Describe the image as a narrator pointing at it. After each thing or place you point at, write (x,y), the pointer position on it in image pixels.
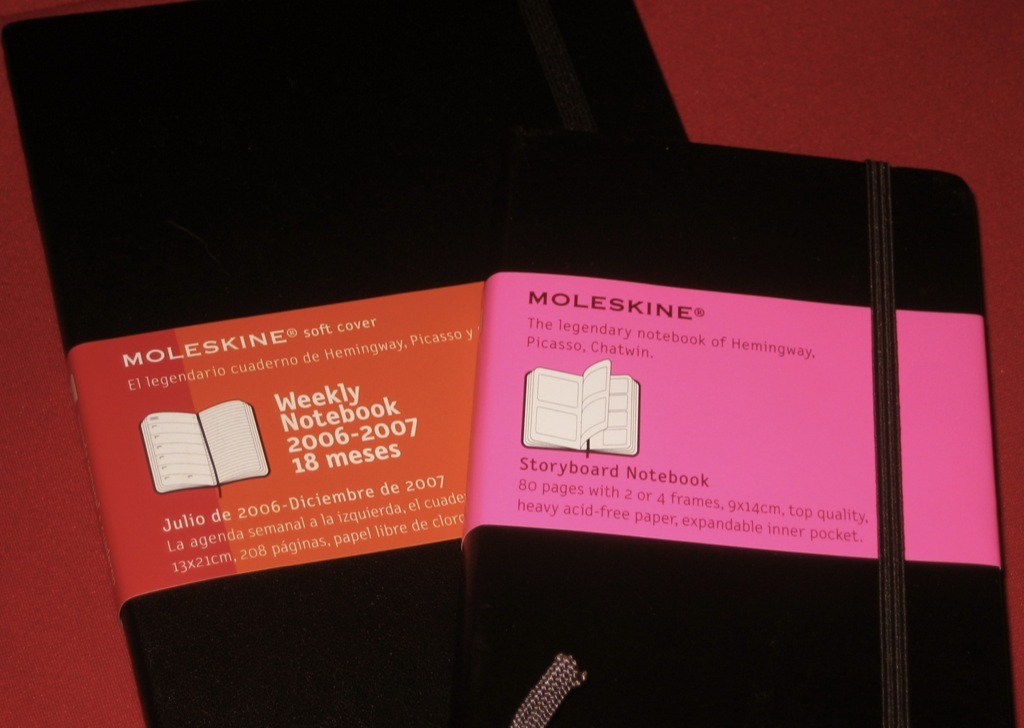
In this image we can see two black color objects (537,387) with labels (673,387) on the red color surface (1,541).
